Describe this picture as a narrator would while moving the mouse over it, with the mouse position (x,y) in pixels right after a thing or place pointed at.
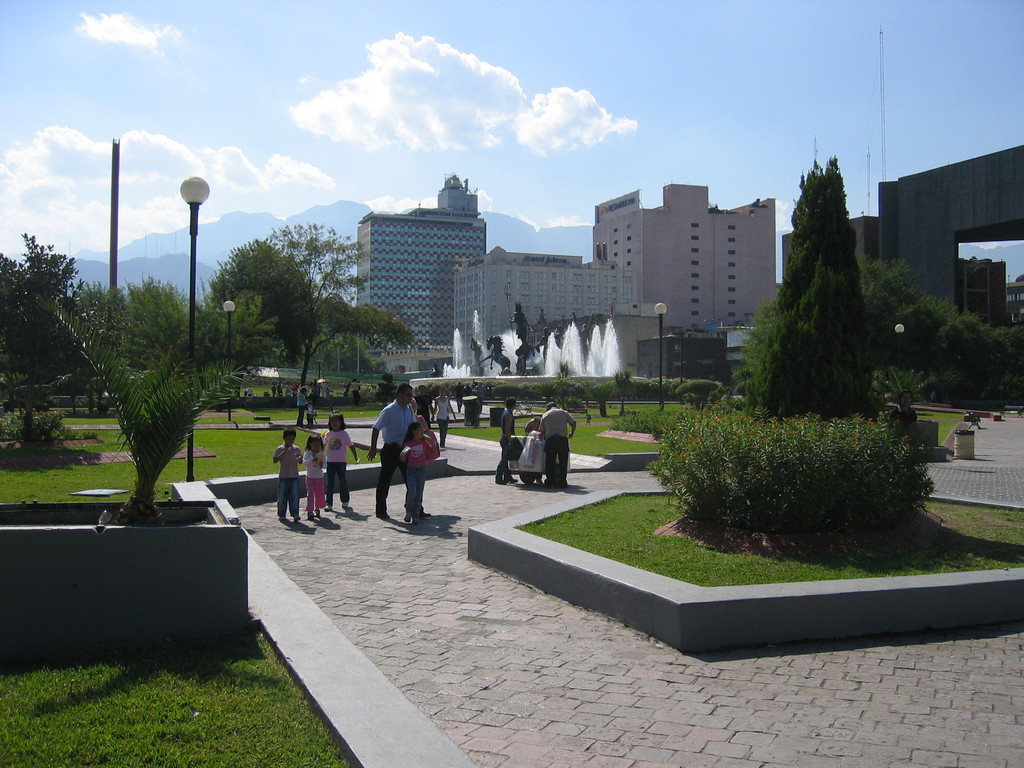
Here in this picture we can see number of people (316,508) and children (278,457) standing over a place (355,511) and we can also see some part of ground (74,465) is covered with grass (96,741) and we can see plants (752,510) and trees (42,305) also present and in the middle (522,331) we can see statues (498,345) present, which are surrounded with fountains (603,350) and we can also see lamp posts (206,197) present and we can see buildings (532,264) in the far and we can also see mountains (204,255) and we can see clouds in the sky (690,177).
